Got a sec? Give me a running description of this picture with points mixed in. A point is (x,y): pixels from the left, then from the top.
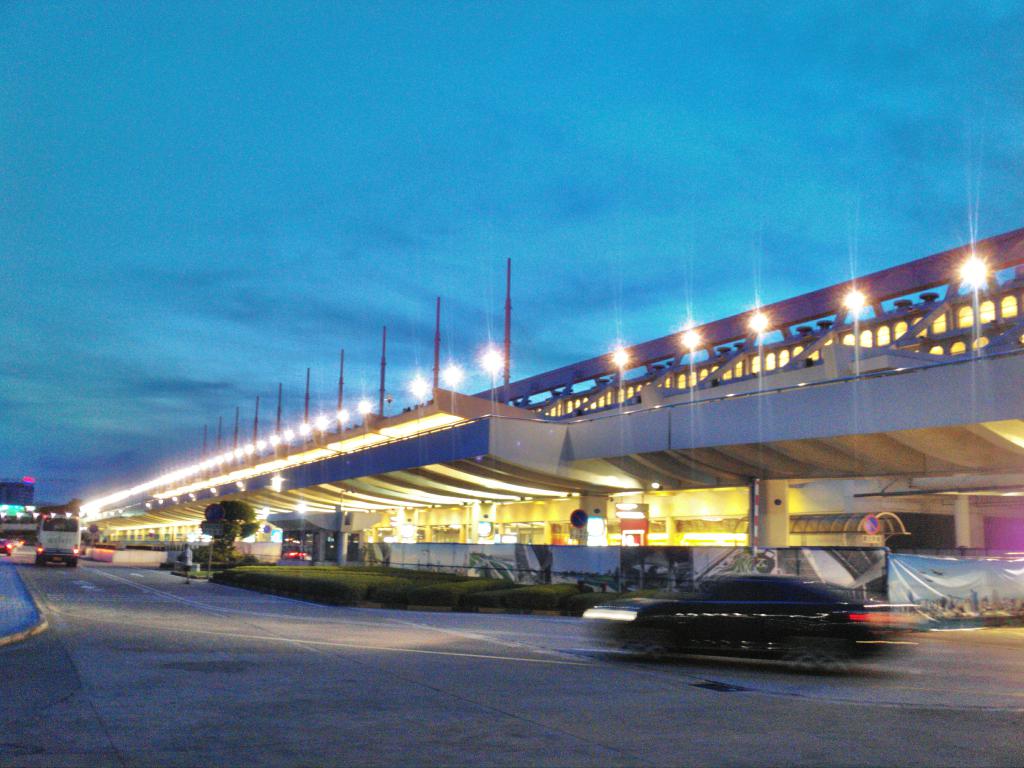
In the center of the image (483,501) we can see a bridge (906,397) with group of lights (215,461) on it. To the right side of the image (719,630) we can see the car (727,634). On the left side of the image (46,550) we can see group of vehicles (60,545) parked on the ground (154,614). One person (188,571) is standing on the ground (80,561). In the background (1020,560), we can see the banners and the sky (408,245).
